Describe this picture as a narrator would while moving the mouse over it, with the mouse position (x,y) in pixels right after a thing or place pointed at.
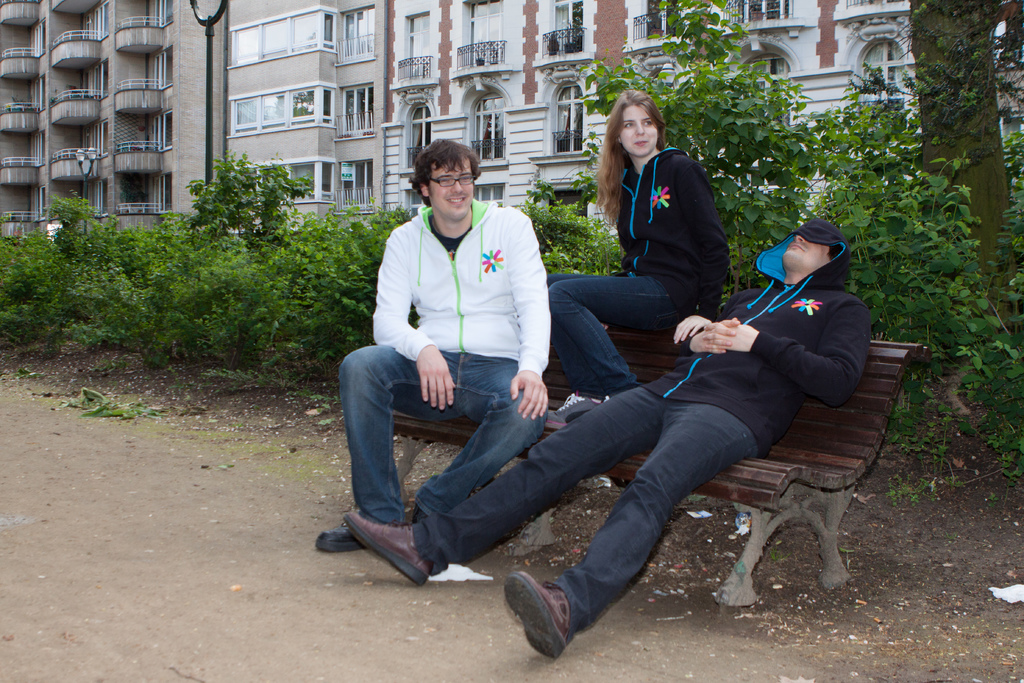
In this image I can see two men (808,382) and a woman (679,292) are sitting on a bench (857,394). In the background (115,342) I can see number of plants (905,141), a tree (986,73) and a building (134,92).
